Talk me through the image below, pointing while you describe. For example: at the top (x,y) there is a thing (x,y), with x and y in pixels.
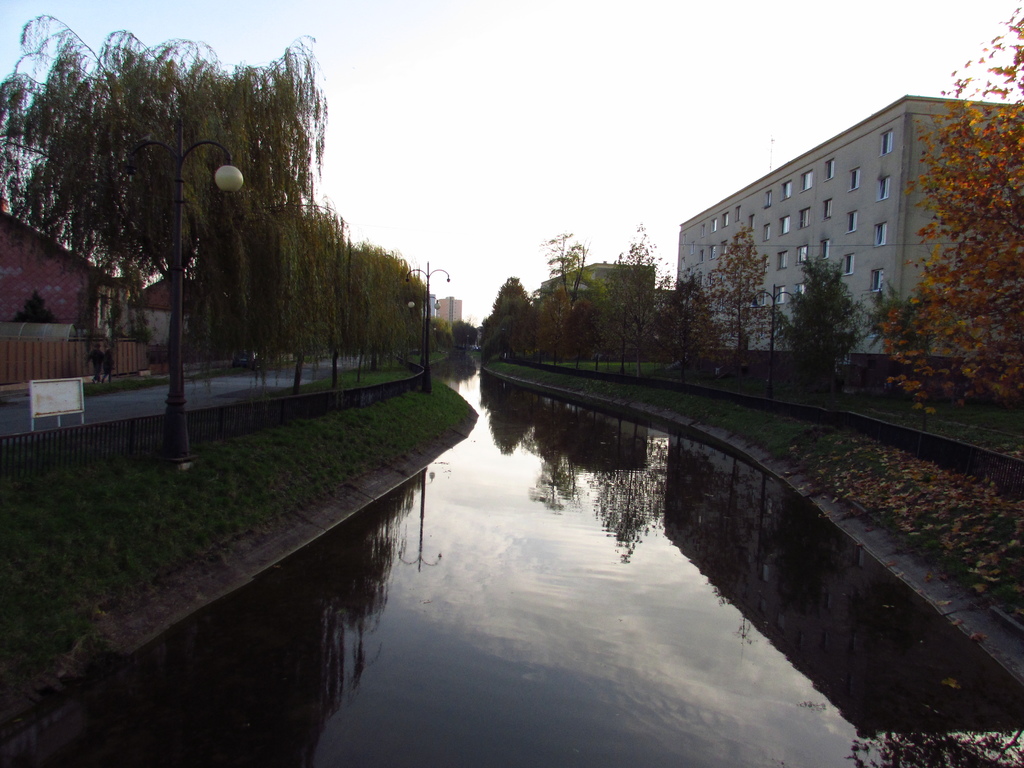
In this image, there are trees (801,364), buildings (81,299), light poles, grass (238,475), iron grilles (140,447) and a canal (467,555). On the left side of the image (60,423), I can see a board (45,388) and two persons (108,380) on a pathway (99,395). In the background (432,122) there is the sky (411,112).
